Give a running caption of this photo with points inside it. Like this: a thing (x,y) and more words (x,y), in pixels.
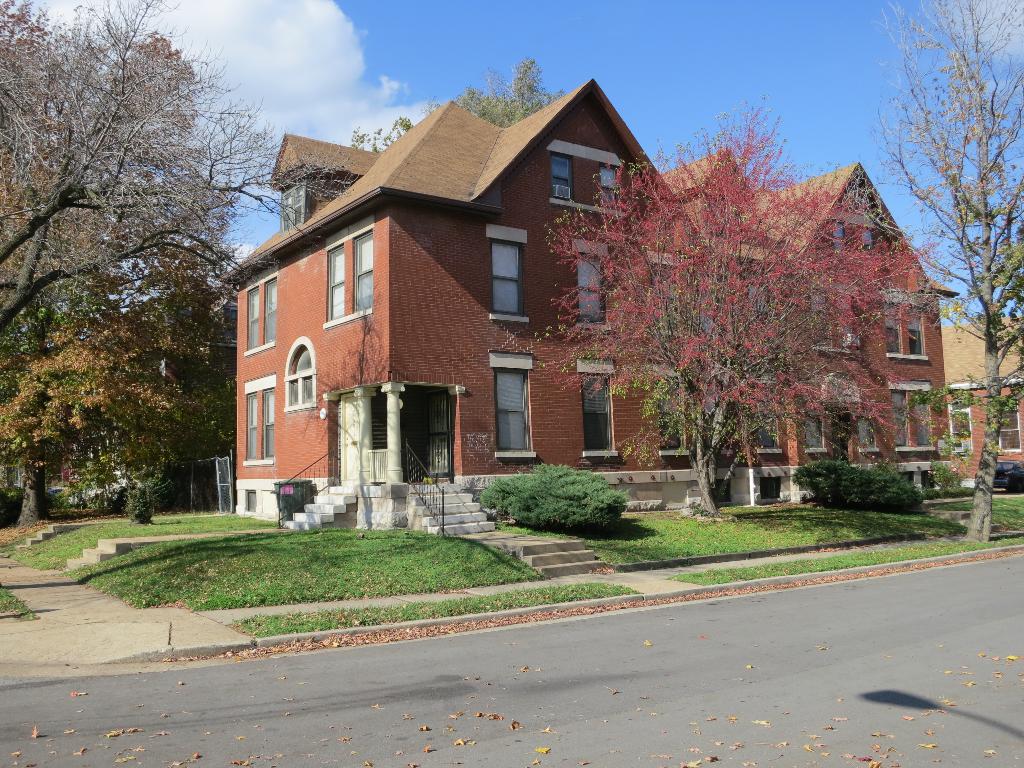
In this image we can see the road (812,699), dry leaves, grass (282,598), shrubs (558,515), stairs (346,515), house (386,462), trees (994,275) and the sky (616,69) with clouds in the background (664,12).
